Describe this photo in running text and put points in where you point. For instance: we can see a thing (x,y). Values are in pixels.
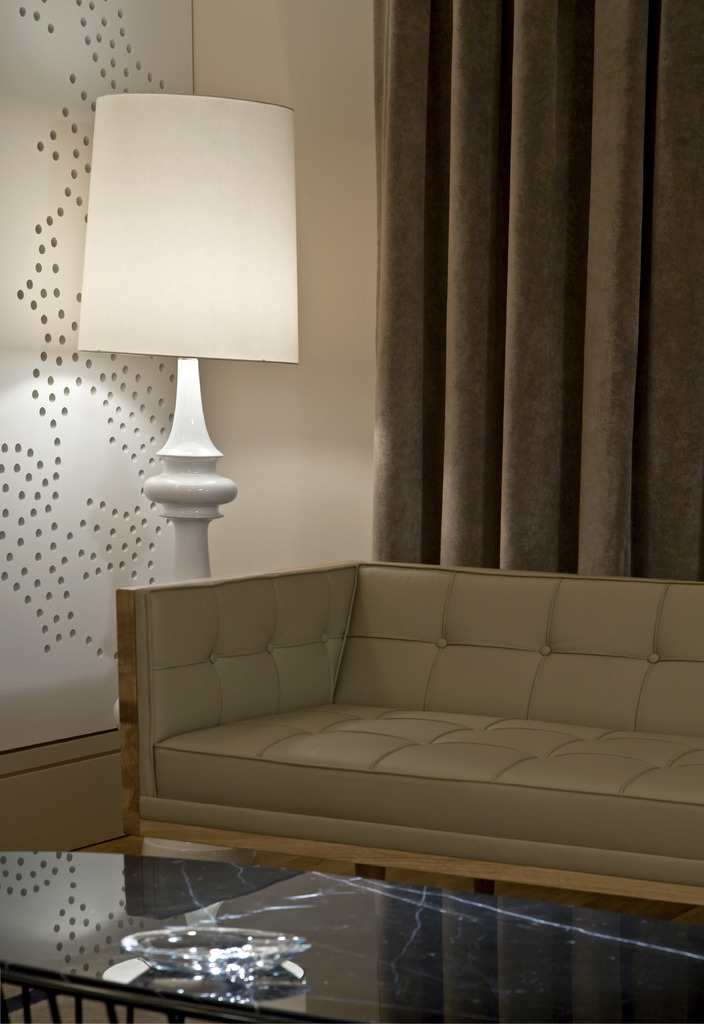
It is inside a house (424,702), it looks like a hall (398,796), there is a sofa (276,775) in front of the sofa (241,740) there is a table (283,1010) to the left side of the sofa (150,643) there is a lamp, in the background (508,327) there is a curtain (474,344) and a wall (30,681) beside it.
